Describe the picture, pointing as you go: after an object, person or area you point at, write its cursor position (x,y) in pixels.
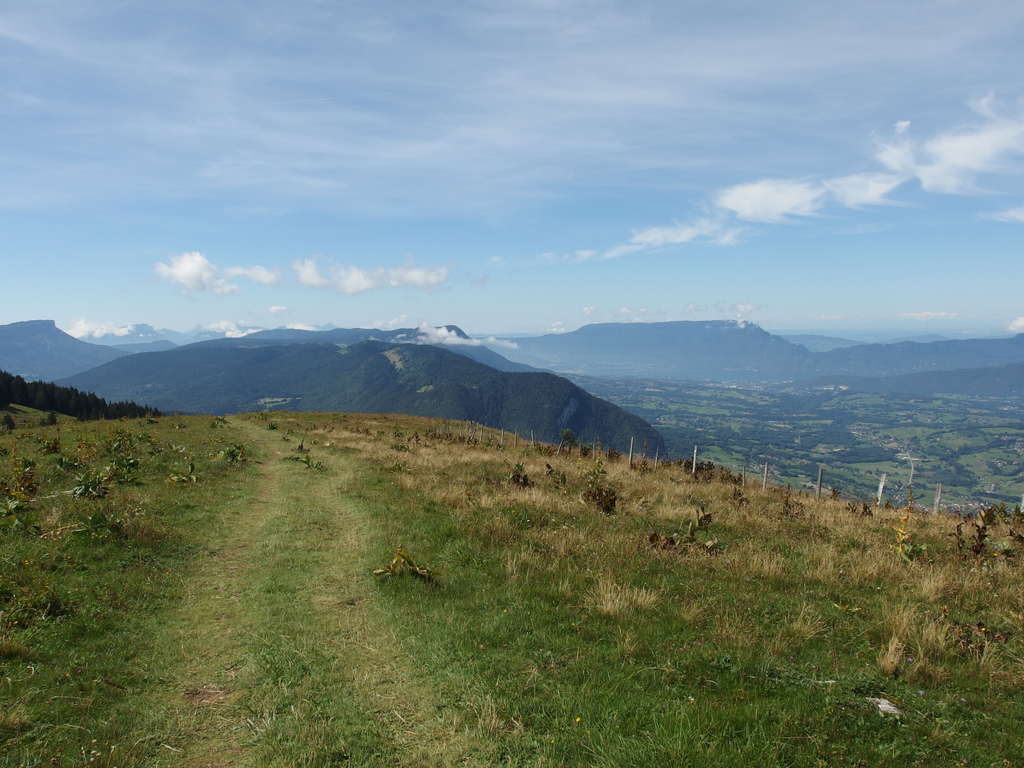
In this picture I can see plants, trees (63,393) and I can see hills (897,344) and a blue cloudy sky (557,185). I can see grass (353,619) on the ground (218,564).
